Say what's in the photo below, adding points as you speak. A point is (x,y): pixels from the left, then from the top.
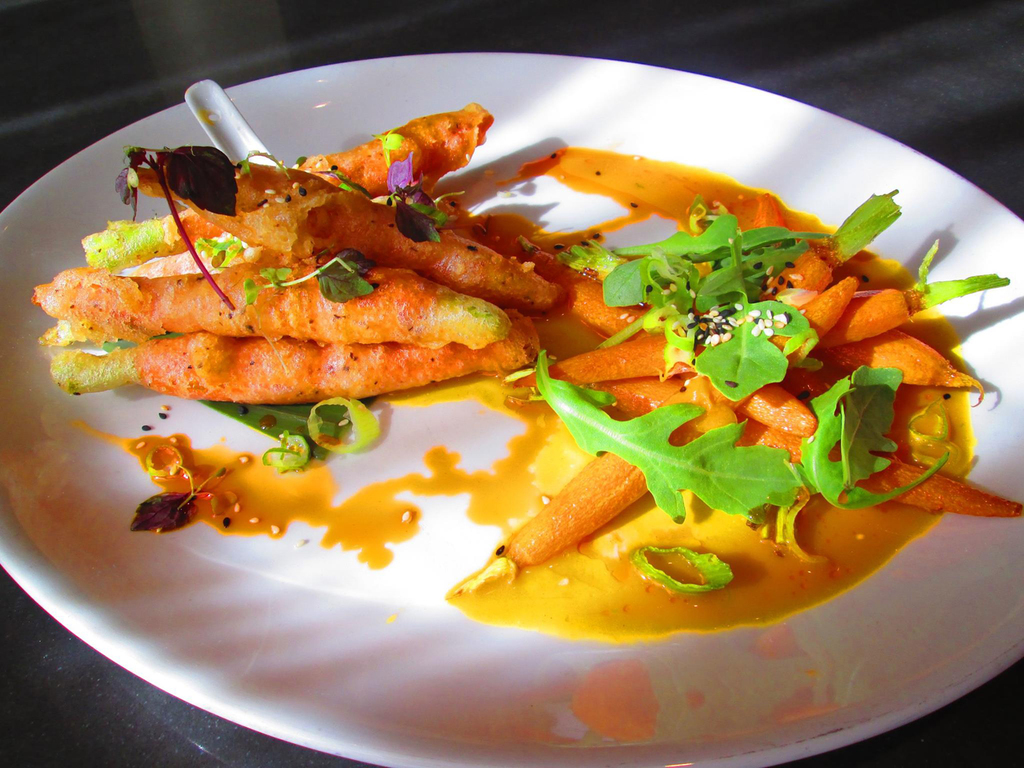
In this image I can see the food (510,383) in brown, cream and green color and the food (164,486) is in the plate (226,603) and the plate (226,661) is in white color.
